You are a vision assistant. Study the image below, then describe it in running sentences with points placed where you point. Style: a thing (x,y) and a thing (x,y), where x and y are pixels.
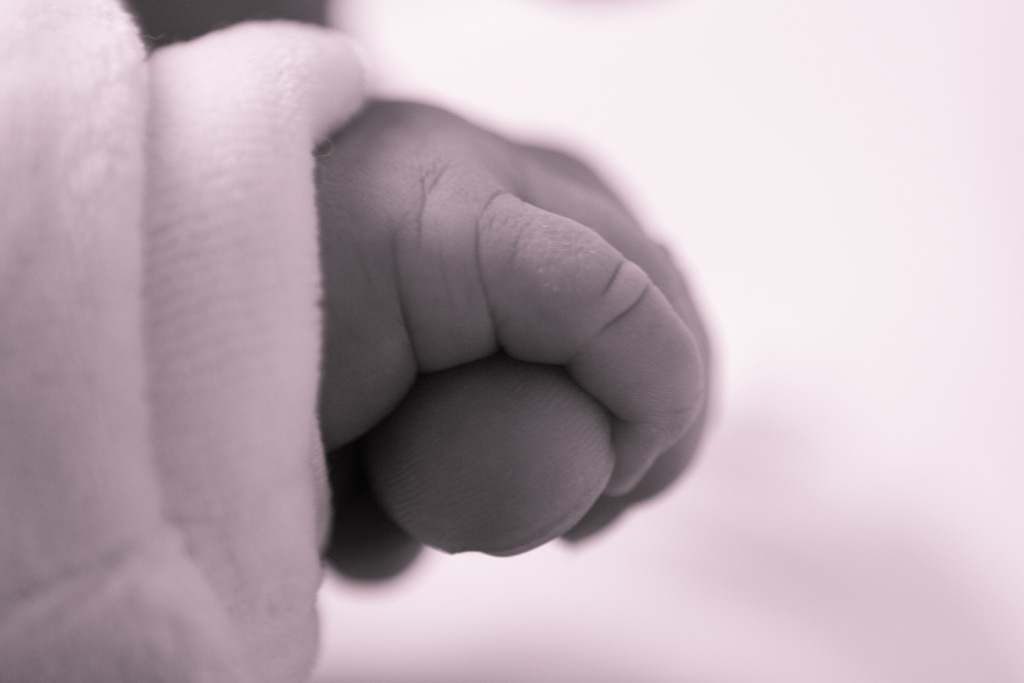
This is black and white picture where we can see a baby hand (545,310) is holding an adult finger (499,474) wearing white color dress (207,237).
